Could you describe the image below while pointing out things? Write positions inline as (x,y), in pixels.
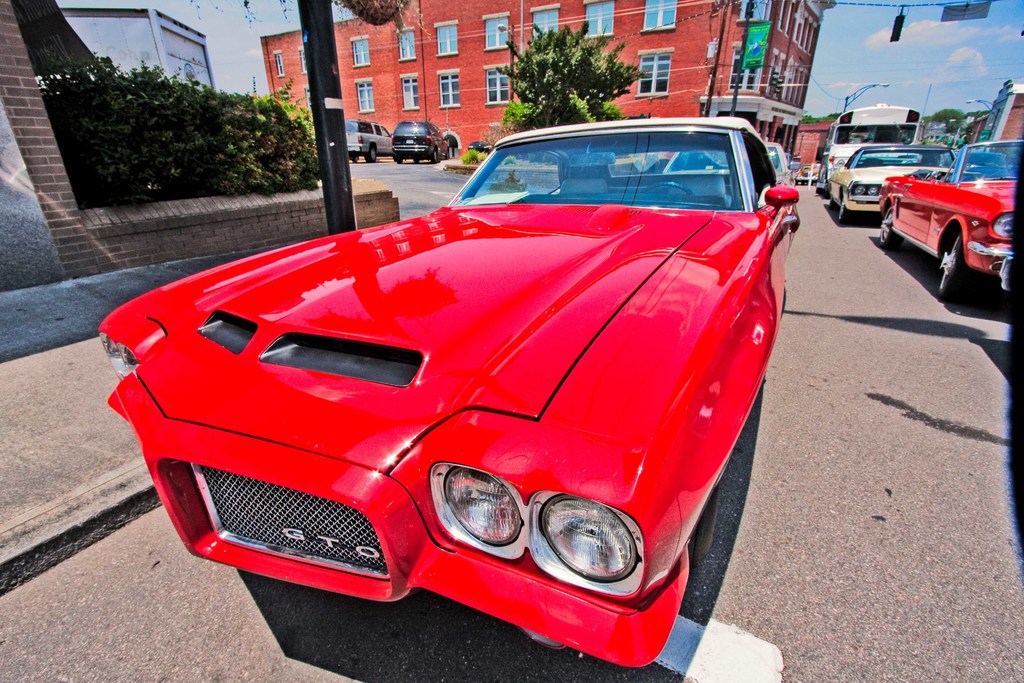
In this image I can see the vehicles (710,312) on the road (813,391). These vehicles (685,258) are colorful. To the side of the vehicles (508,175) I can see the trees (515,106), poles (331,136) and boards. In the background (370,55) I can see the building (496,93) with windows (450,97). I can also see the clouds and the sky (863,34).
